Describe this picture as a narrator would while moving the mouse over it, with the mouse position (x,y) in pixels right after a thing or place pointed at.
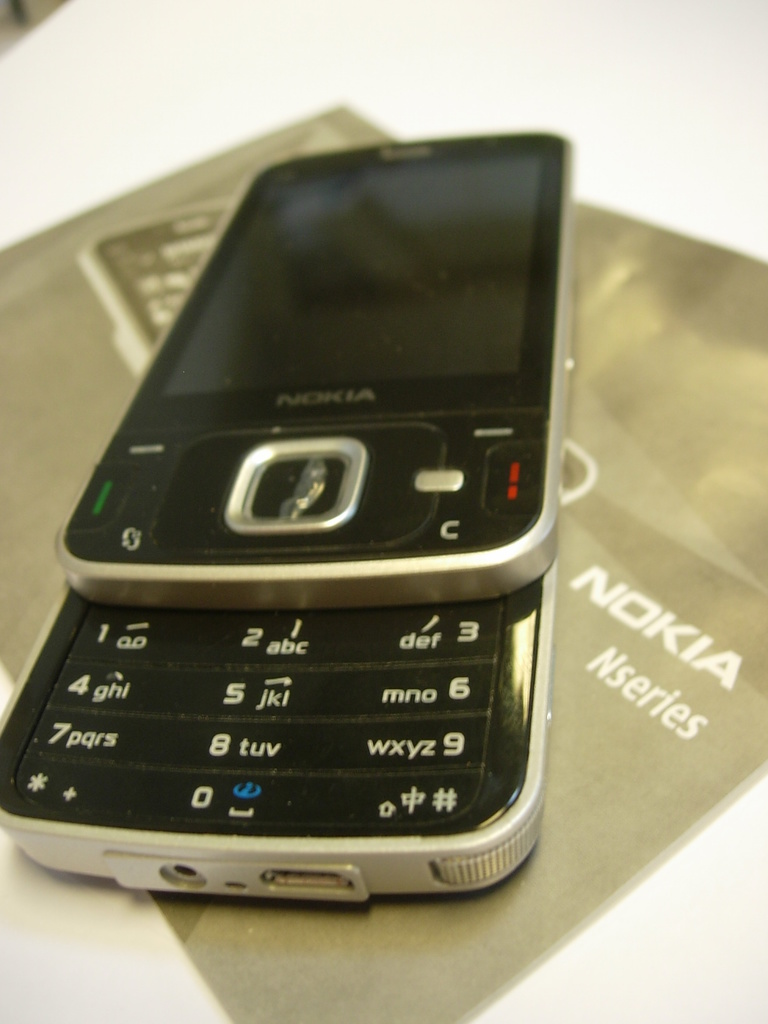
In this image we can see there is a mobile (225,375) and a paper (123,338) placed on the table (610,90).
